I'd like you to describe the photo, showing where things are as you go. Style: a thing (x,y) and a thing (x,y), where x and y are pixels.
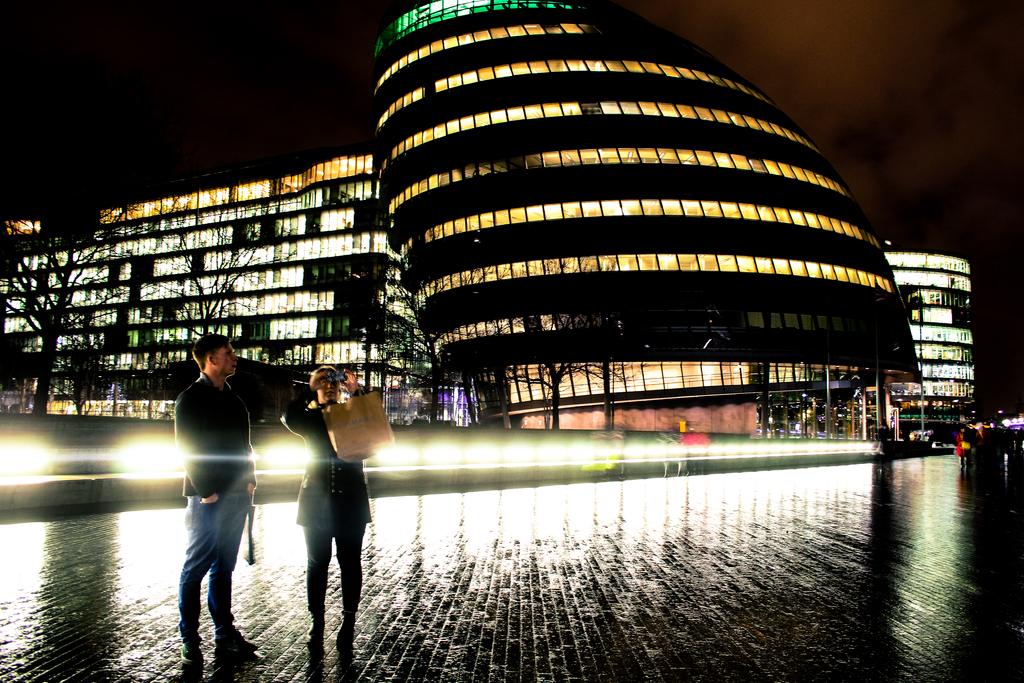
This is the picture of a place where we have two people (357,477), among them a person (363,475) is holding the cover (356,415) and behind there are some buildings (873,413) to which there are some lights (739,455) and also we can see trees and some other things (23,503) around.
